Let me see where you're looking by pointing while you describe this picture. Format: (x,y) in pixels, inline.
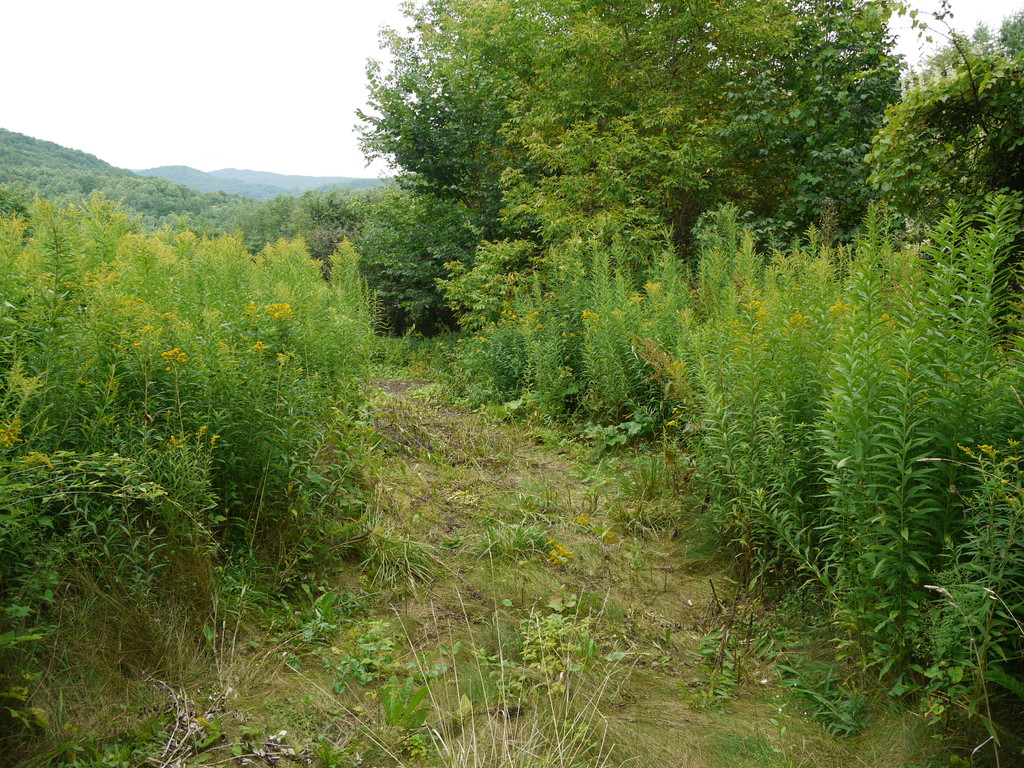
In this picture I can see plants (585,393), trees (546,225) and a cloudy sky (231,113).
